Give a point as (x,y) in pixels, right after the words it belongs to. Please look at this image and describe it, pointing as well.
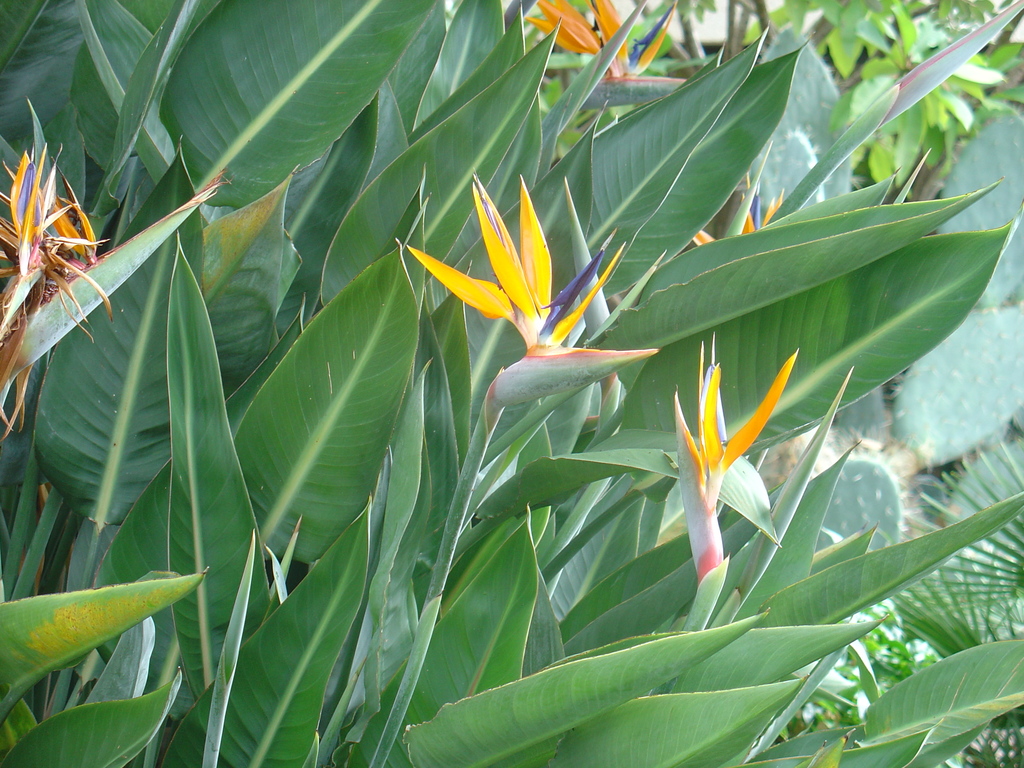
In this image I can see plants (695,263).
